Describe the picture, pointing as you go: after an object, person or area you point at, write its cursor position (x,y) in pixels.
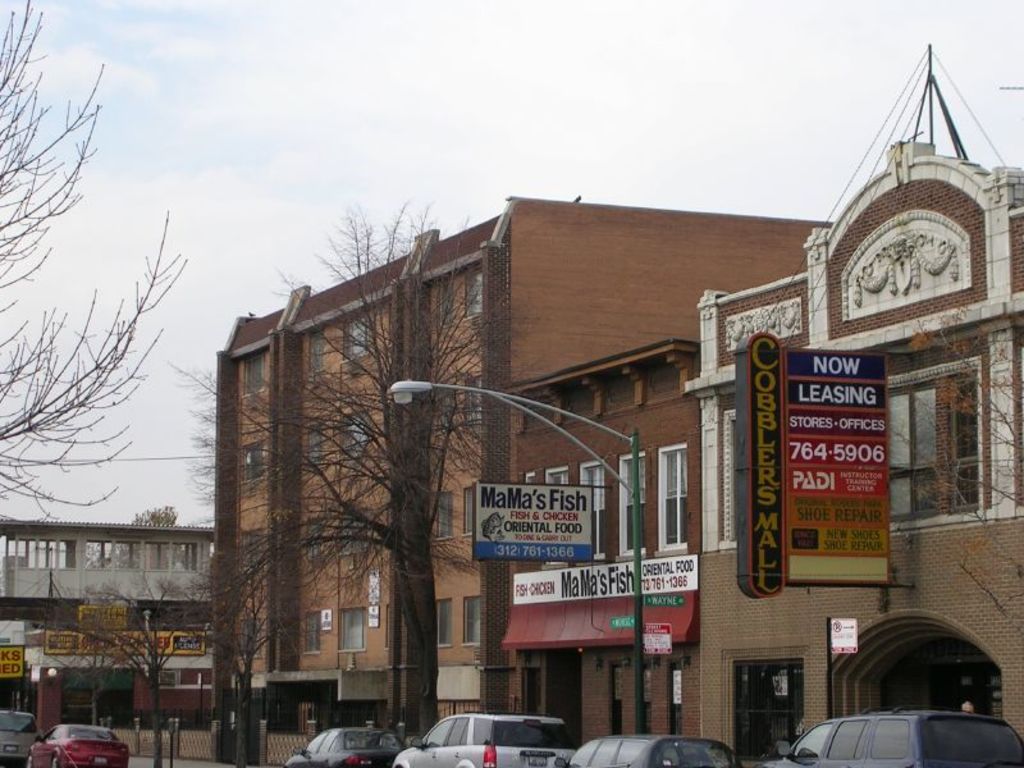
In this image we can see sky (436,102) with clouds (436,102), buildings (657,258), name boards (545,509), street pole (600,426), street lights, grills (190,728) and motor vehicles (382,735) on the road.
